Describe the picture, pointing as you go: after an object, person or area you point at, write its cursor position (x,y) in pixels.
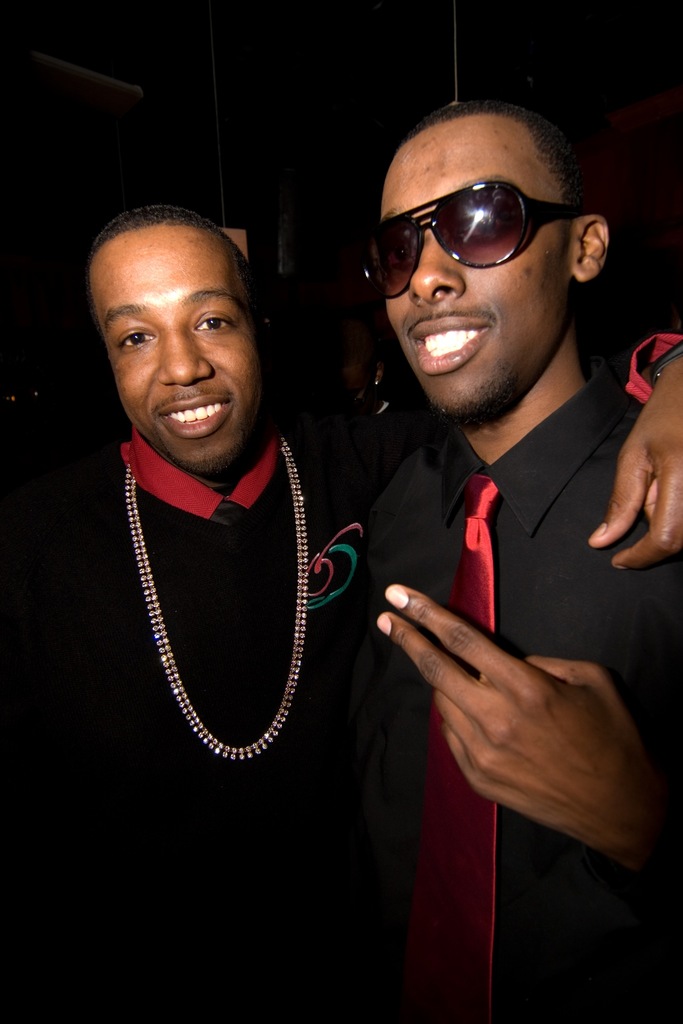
In this picture we can see two men (260,514) smiling and a man (441,511) wore goggles (371,256) and in the background (316,174) it is dark.
